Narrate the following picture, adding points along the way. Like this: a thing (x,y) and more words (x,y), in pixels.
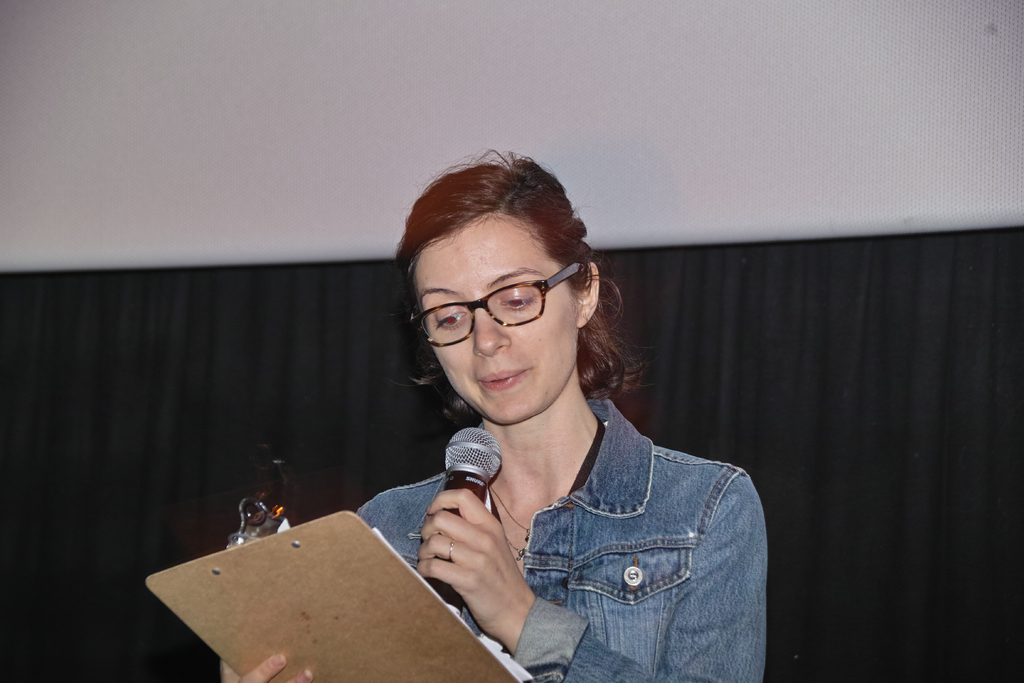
In this image we can see a woman (450,335) standing and holding plank (389,552) and mic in her hands (486,540). In the background (270,270) there is a curtain (738,270) to the wall (272,251).
